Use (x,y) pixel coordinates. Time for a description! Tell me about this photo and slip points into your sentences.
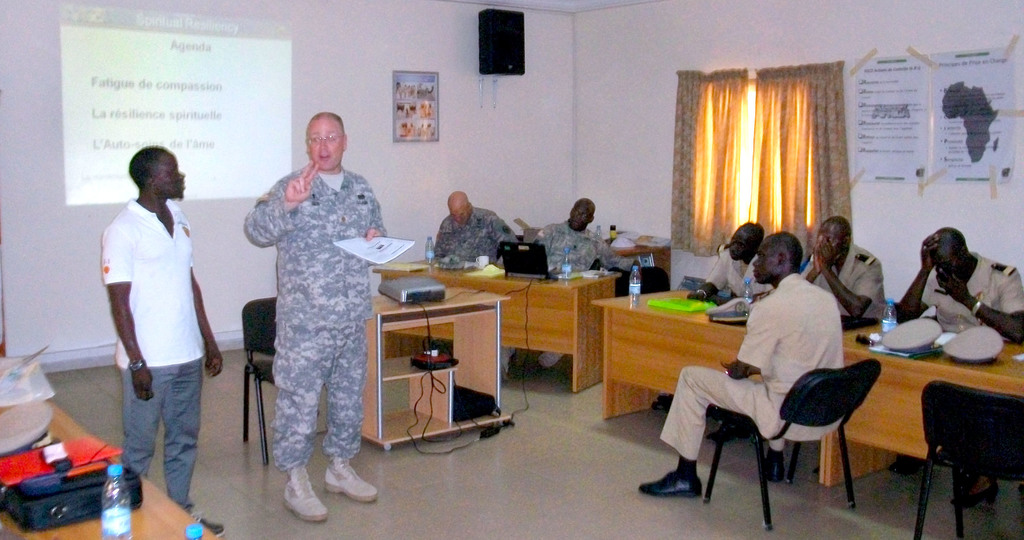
The image is taken inside the room (464,185). In the center of the image (420,303) there is a projector (420,301) which is placed on the table (400,305). On the right side (797,367) there are people (838,358) sitting around the table (729,330). There are bottles (749,296), files (689,304), caps (888,344) which are placed on the table (876,412). In the center (370,196) there are two people (191,461) standing where the man (312,199) who is wearing the uniform (361,320) is holding papers (381,257) in his hand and talking. In the background (461,164) there is a wall (325,70) and speaker (503,71) which is attached to the wall (507,88).
